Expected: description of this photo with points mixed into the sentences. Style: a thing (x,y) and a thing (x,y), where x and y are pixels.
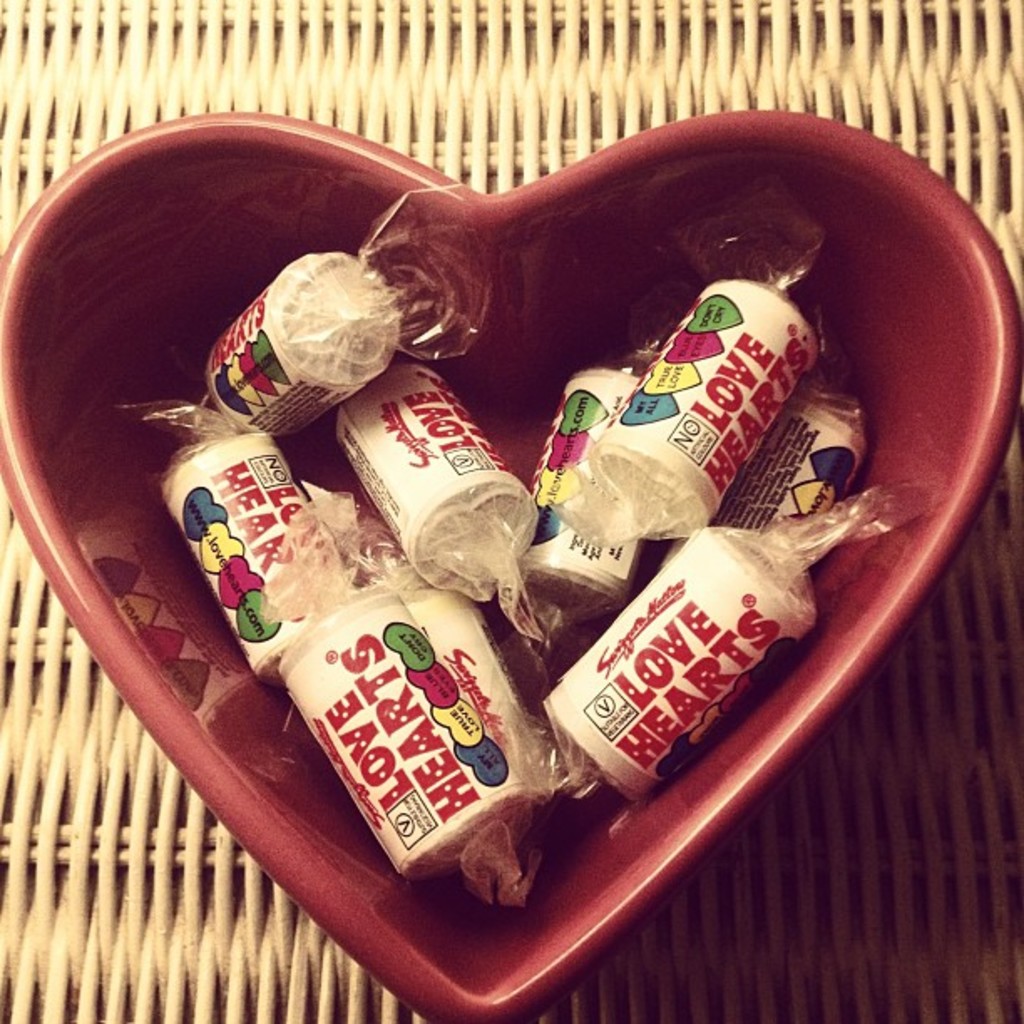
The toffees (555,580) are presented in a bowl (342,191). The bowl (541,212) is in heart shape and it is in red color.
